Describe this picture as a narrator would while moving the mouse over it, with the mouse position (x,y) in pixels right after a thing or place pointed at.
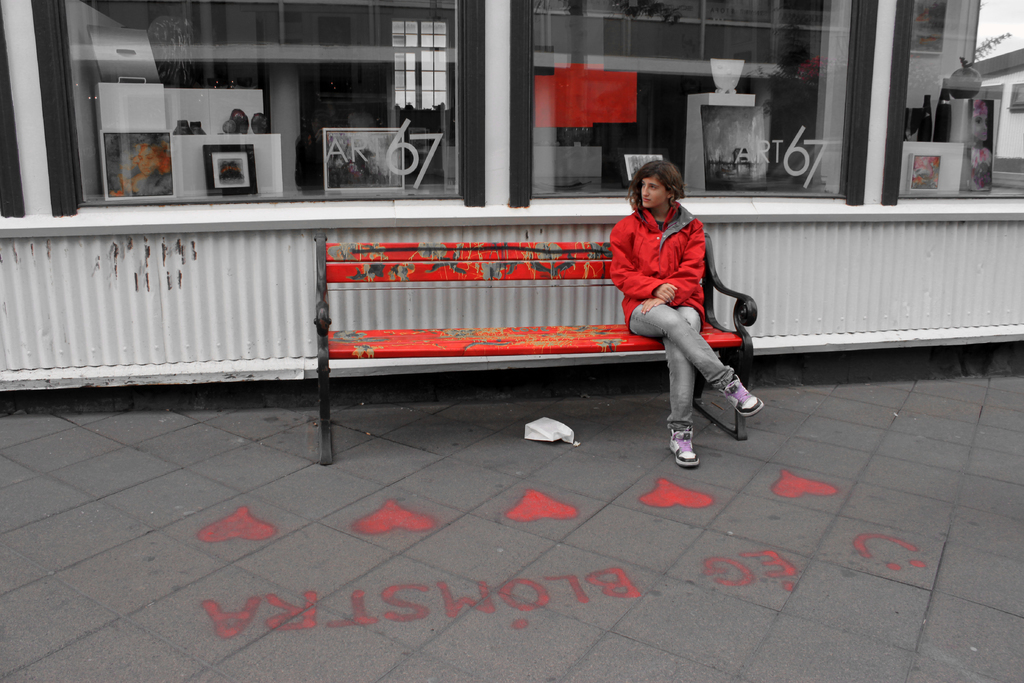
The image is taken on the street (487,420). In the center of the image (378,350) there is a bench (484,348). There is a lady (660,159) sitting on a bench (458,348). In the background (620,137) there is a building (605,171).
